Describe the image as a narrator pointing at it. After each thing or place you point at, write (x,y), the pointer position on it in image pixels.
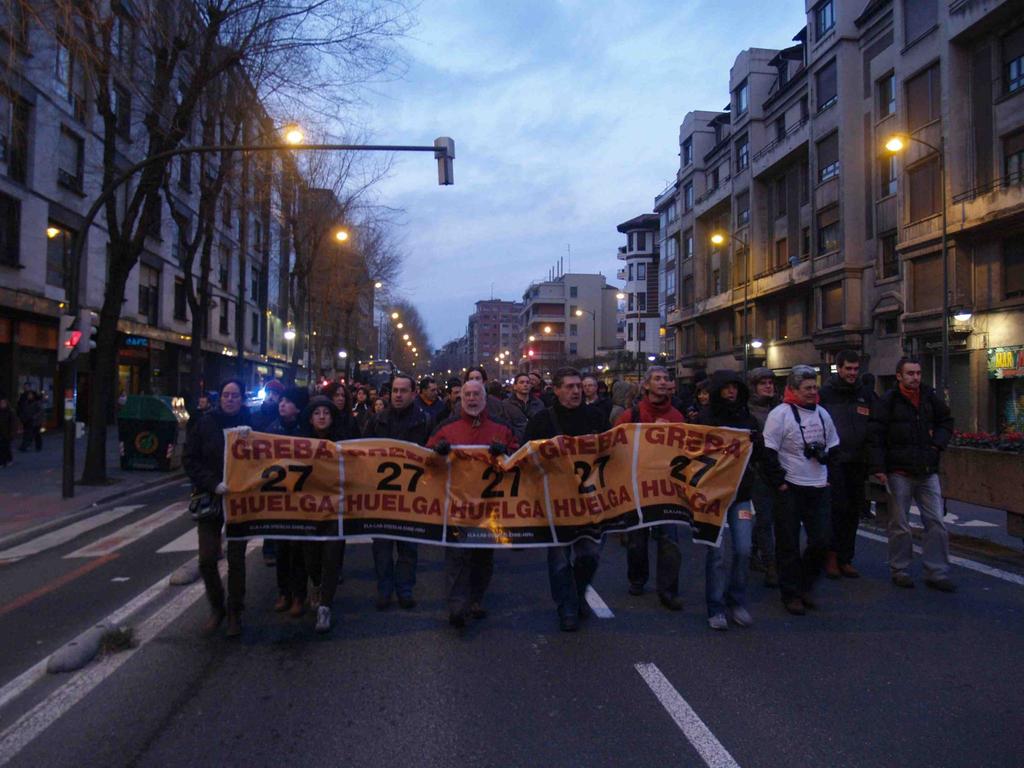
In this image in the center (622,421) there are a group of people (672,417) who are walking, and some of them are holding some banner (433,495) and one person (799,513) is holding a camera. At the bottom (461,692) there is a road (279,631), on the right side (900,226) and left side (110,341) there are some houses (561,309), buildings (237,264), and trees (240,222), poles (240,248) and street lights (240,209). On the top of the image (482,200) there is sky (456,264).
